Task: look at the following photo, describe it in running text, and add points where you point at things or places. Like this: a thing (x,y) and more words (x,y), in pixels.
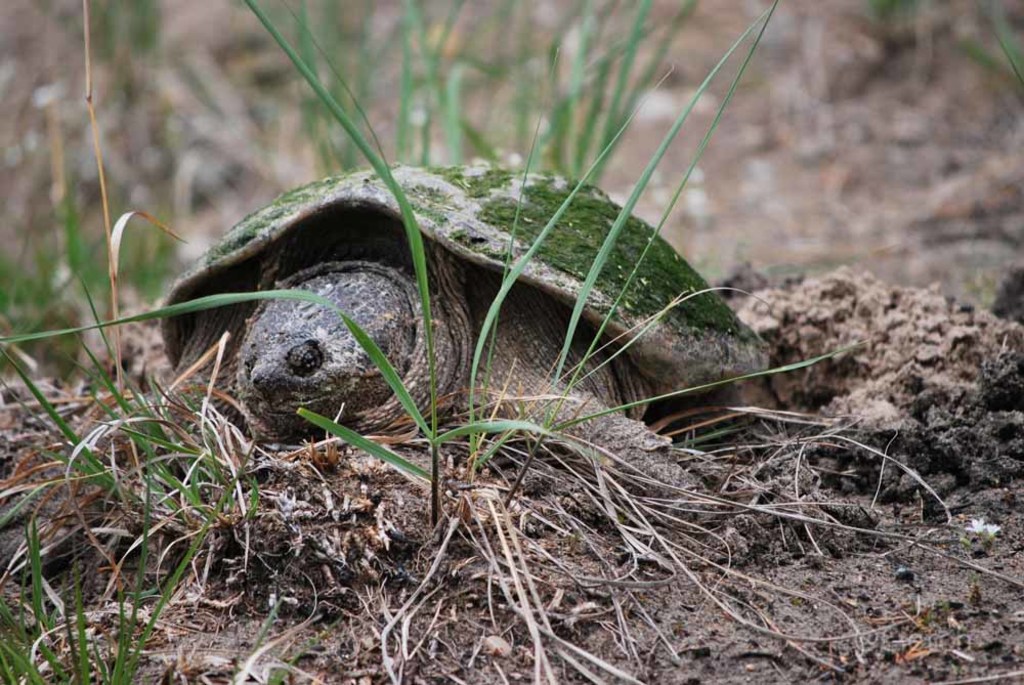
In this image I can see a turtle (417,296) which is black, cream, brown and green in color on the ground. I can see some grass (362,143) and the blurry background (853,122).
